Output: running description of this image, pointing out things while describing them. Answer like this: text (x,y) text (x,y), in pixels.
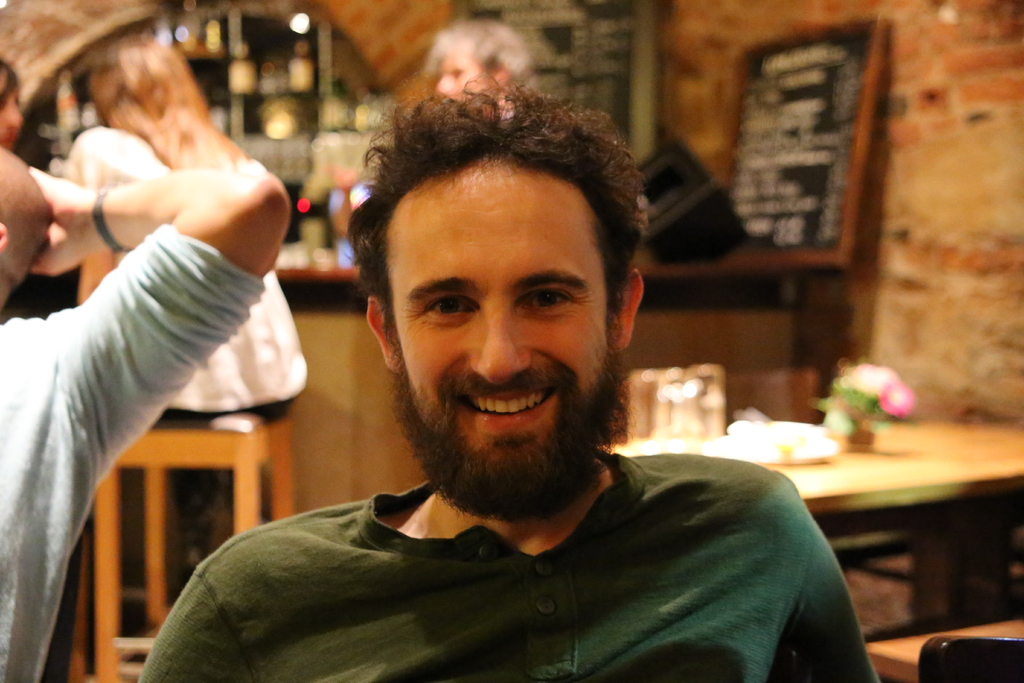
This picture seems to be clicked inside the room (463,559). In the foreground (428,410) there is a man (580,464) wearing t-shirt (596,530) and smiling. In the background (818,476) we can see the table (829,466) on the top of which some objects (864,421) are placed and we can see a person (210,387) sitting on the stool (198,424) and we can see the group of persons (197,317) and the text (821,60) on the board (777,100) and we can see the lights (296,18) and many other objects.
